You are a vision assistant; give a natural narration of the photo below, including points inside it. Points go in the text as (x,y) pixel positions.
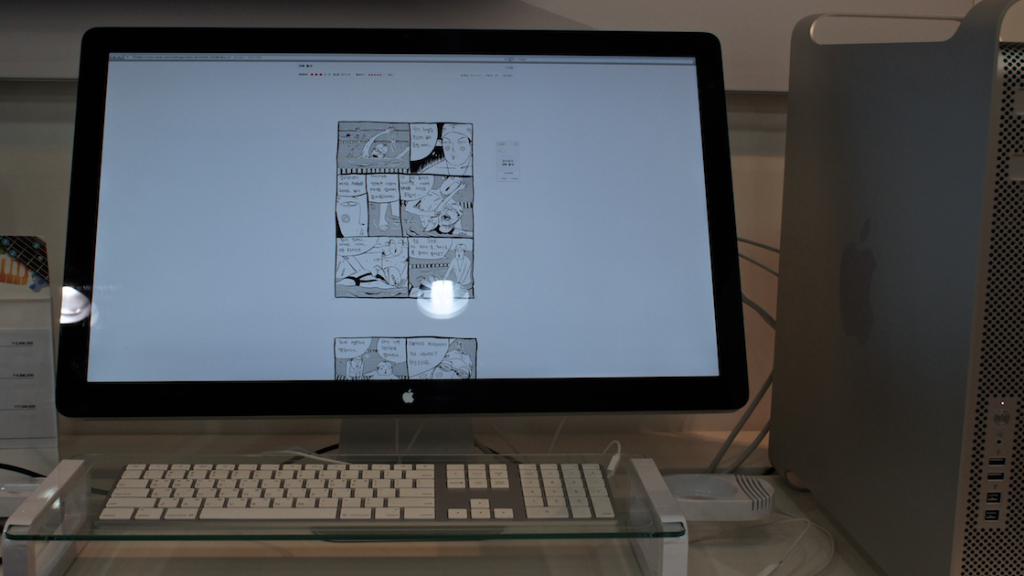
In this picture I can observe computer (510,324) placed on the desk (518,572) in the middle of the picture (518,238). I can observe an image (405,159) in the screen (318,226) of a monitor (374,232).
